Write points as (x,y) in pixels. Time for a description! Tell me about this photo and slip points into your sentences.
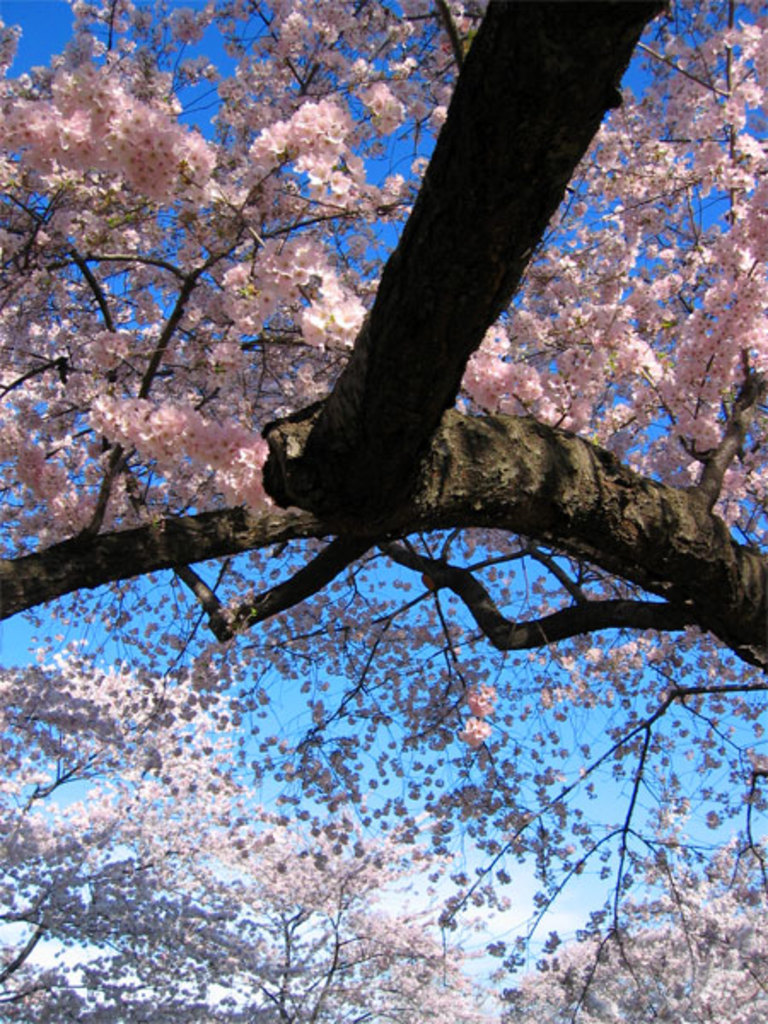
In this image we can see tree (239,381) with flowers (651,365) and sky (154,594).
